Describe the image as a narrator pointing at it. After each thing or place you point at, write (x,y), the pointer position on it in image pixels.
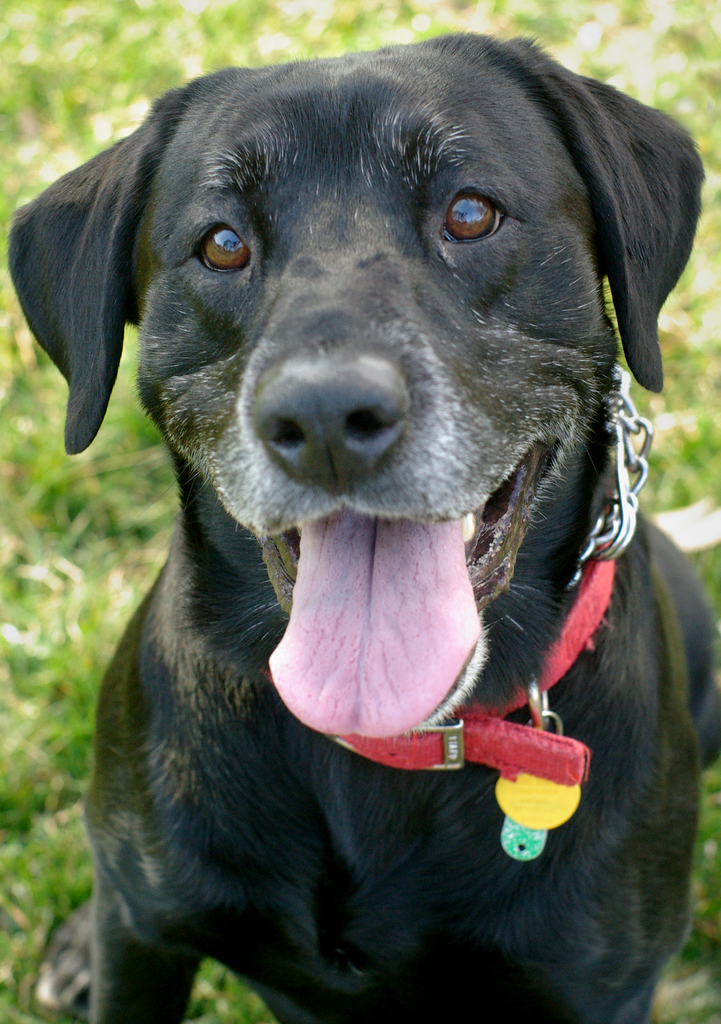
In this image there is a dog (303,495), with a chain belt (405,743) around its neck (272,648), behind the dog (334,657) there is grass (143,455) on the surface (31,363).
